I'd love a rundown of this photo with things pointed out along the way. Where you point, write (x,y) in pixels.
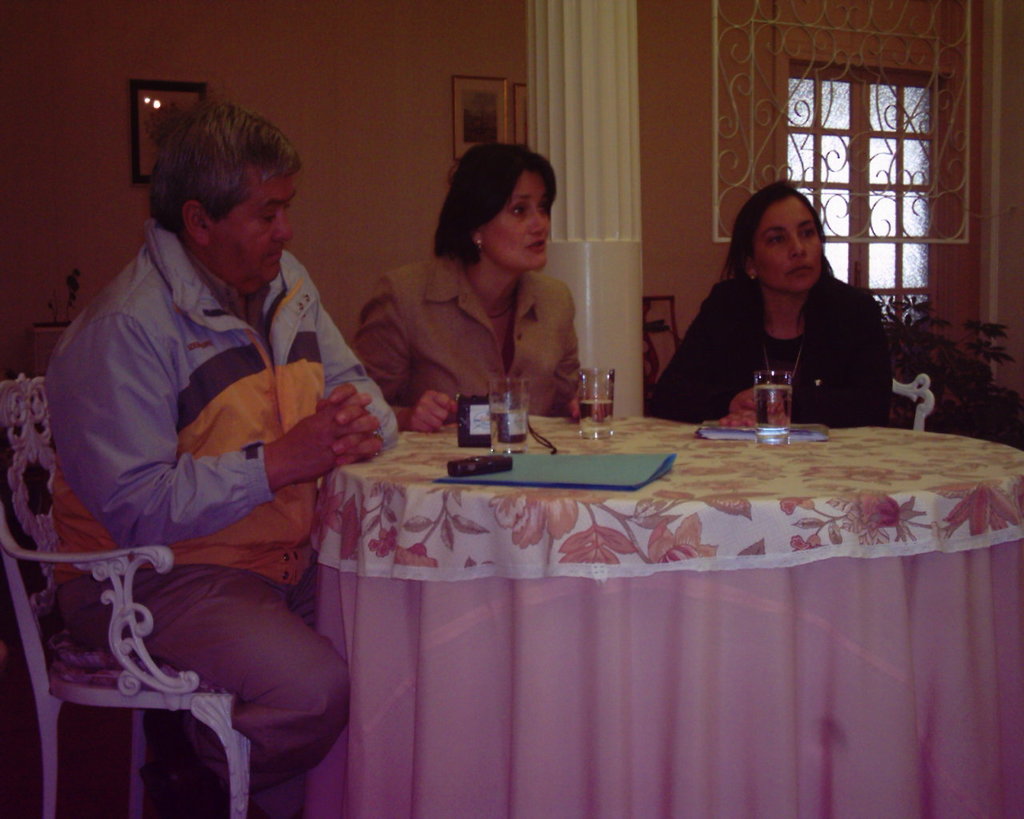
In this image there are three persons (854,347) sitting around the table (693,453) and having drinks (787,389) and there is a file (633,482) on the table (701,500).
